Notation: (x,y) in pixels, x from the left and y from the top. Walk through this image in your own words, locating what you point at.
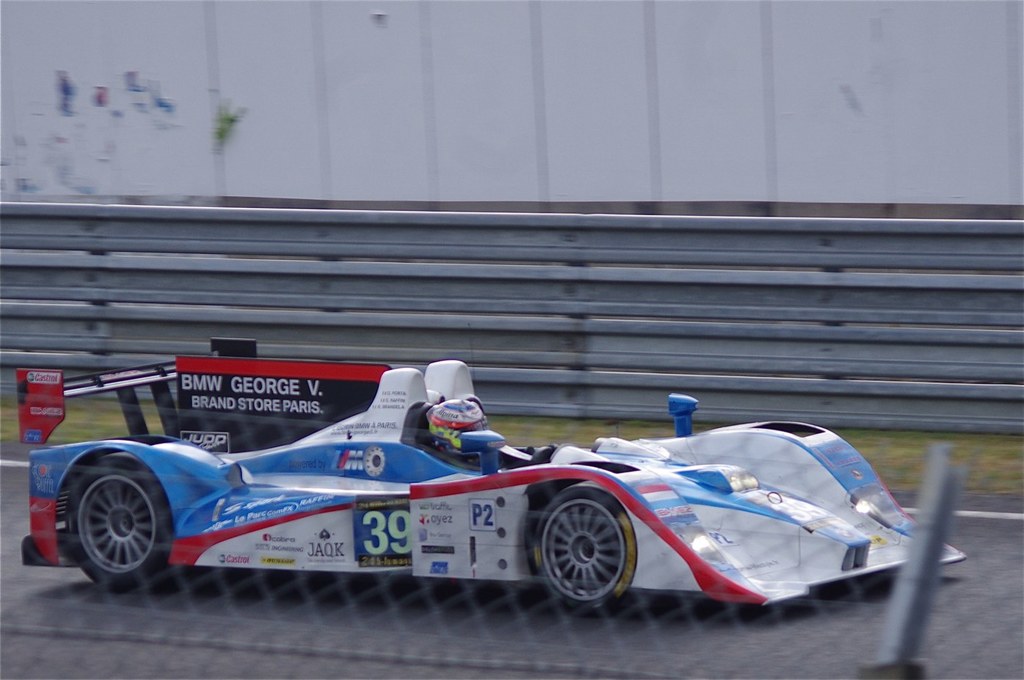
In this image we can see one person (457,443) driving a car (283,520) on the road (721,635), one fence (586,609) with pole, some green grass (992,458) on the side of the road (948,628), one big white wall (488,70) and one object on the surface (828,636).
